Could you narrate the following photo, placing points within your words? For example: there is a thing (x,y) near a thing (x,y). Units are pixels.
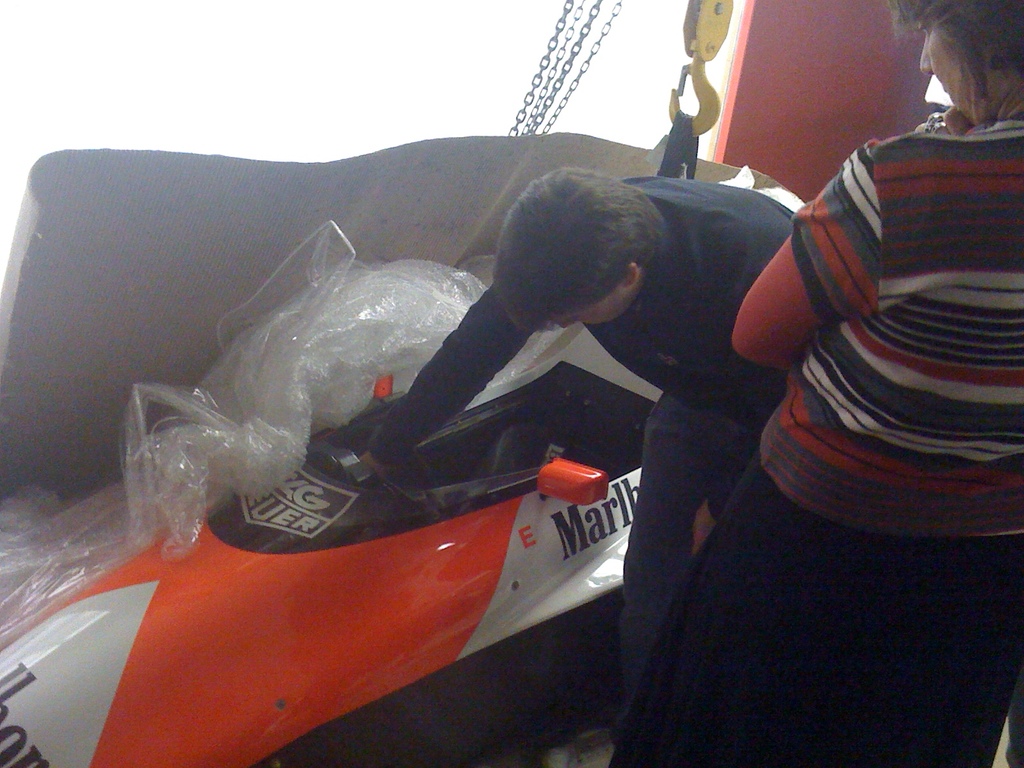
In this image we can see there are two persons (753,333) standing on the floor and one person (679,304) holding car (369,485) and there are boards (778,66) and chain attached to the crane (699,124).
